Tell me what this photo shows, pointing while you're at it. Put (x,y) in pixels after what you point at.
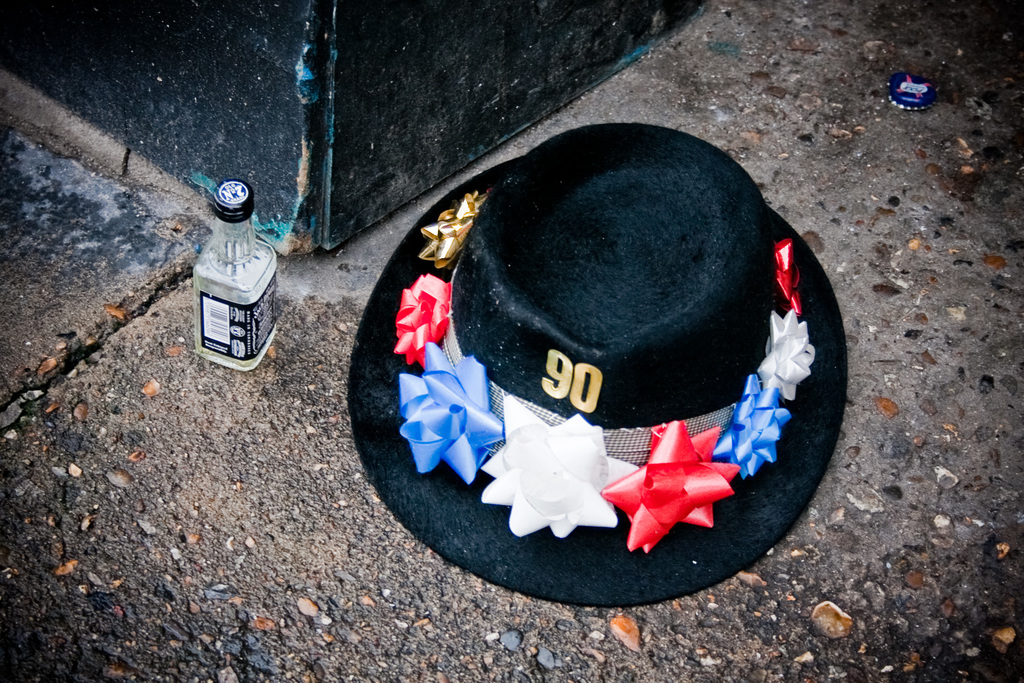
This picture seems to be of outside. In the foreground (624,183) there is a black color hat (678,327) placed on the ground (271,421) and on the left (239,228) there is a bottle (225,274) placed on the ground (238,386) and in the background (517,26) we can see a black color metal (384,63).
